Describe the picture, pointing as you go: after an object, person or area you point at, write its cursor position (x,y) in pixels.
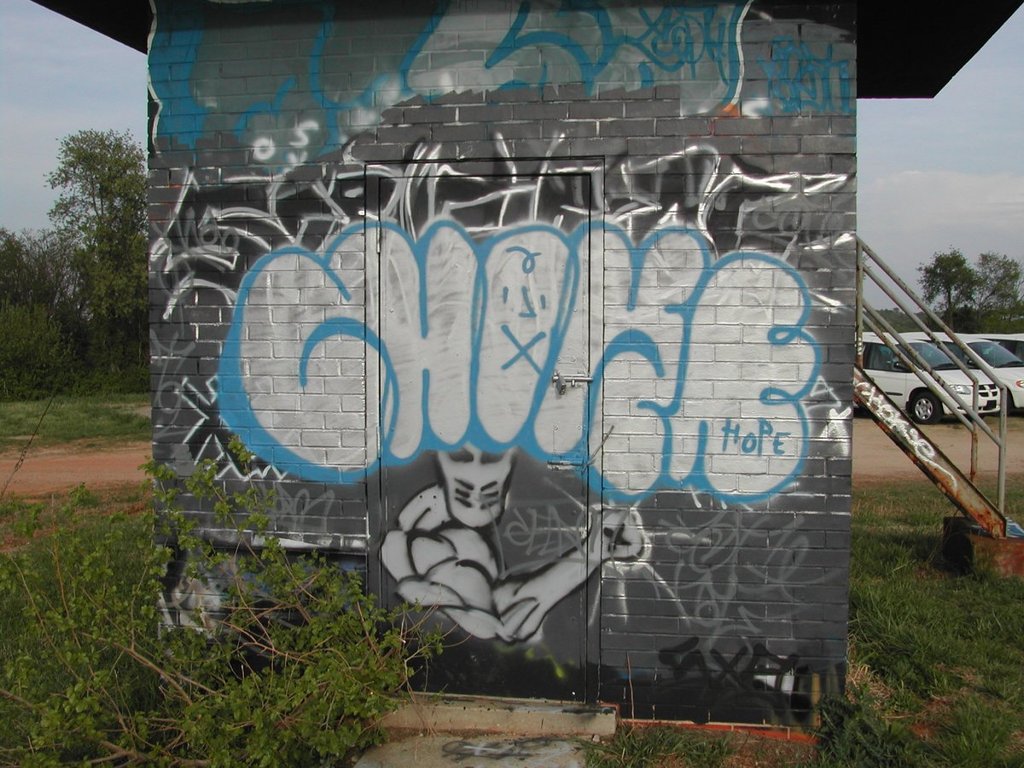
In this image I can see the grass (853,719). I can see the depiction (493,307) on the wall (695,280). In the background (936,403), I can see the vehicles (910,390), trees (1007,324) and clouds (936,187) in the sky (940,182).
